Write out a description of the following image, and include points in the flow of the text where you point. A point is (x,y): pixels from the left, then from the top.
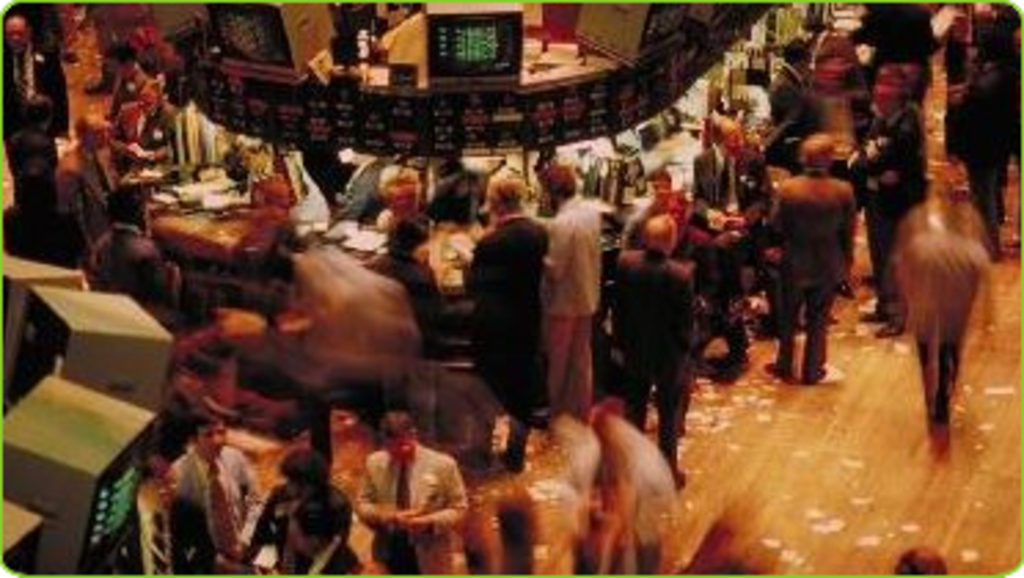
In the picture we can see some people (349,574) are standing in the trading floor (842,423) near the desk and some people (904,131) are standing and talking to each other.
